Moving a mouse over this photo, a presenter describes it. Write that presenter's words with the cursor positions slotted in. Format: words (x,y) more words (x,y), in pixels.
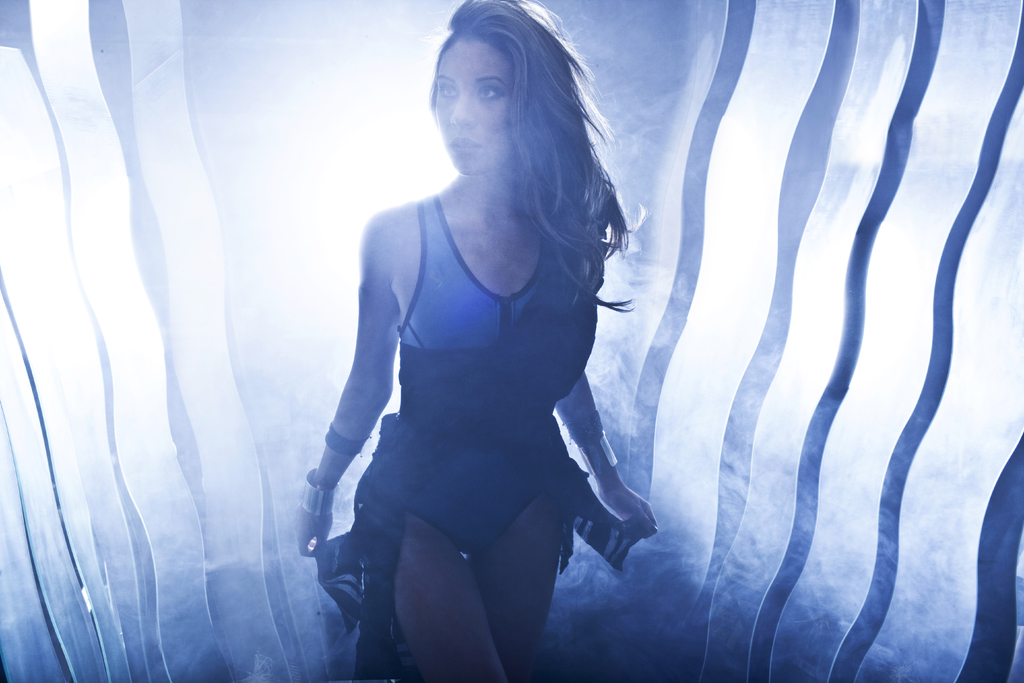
In this picture we can see a woman (435,384) and smoke (683,435).
